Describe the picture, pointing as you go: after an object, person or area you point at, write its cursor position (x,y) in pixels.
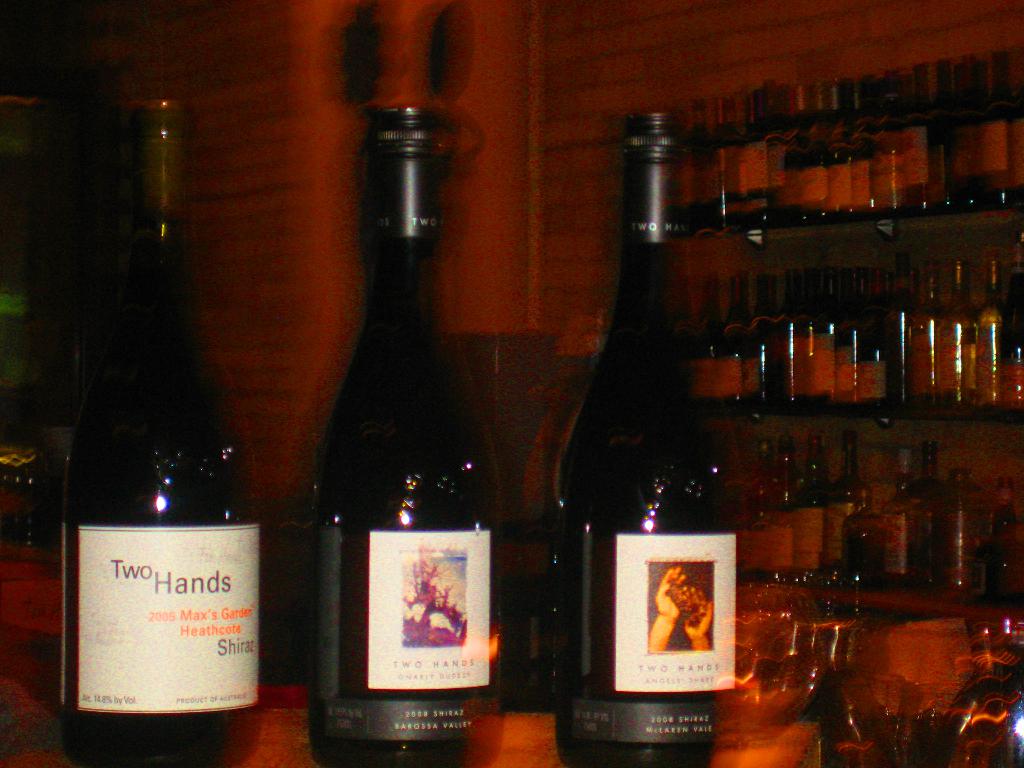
In this image we can see bottles (130,279) on the table (527,717) and few bottles (822,316) on the shelf (862,416) and a wall (567,174) in the background (575,176).
